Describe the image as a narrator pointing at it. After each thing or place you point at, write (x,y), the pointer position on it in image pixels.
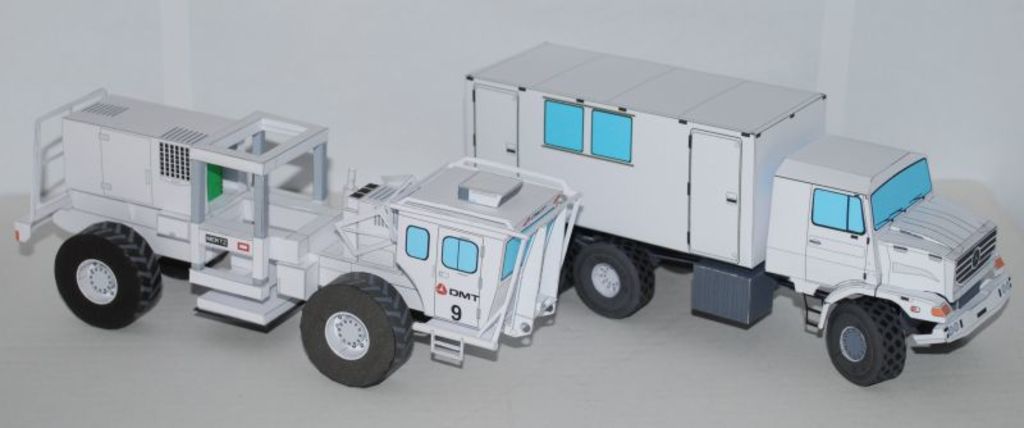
In this image I can see two toy vehicles (358,251) which are white, blue, black and green in color on the white colored surface (236,332). I can see the white colored background (969,114).
